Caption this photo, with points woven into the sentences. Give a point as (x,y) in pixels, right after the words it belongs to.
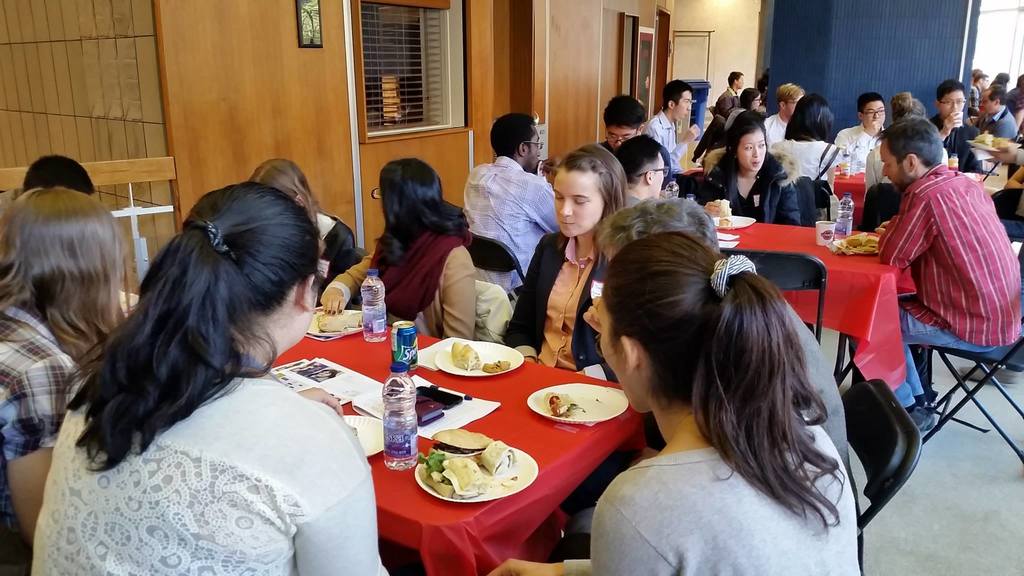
Here we can see group of people (728,161) sitting on chair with tables (412,506) in front of them having food (449,447), cool drinks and bottle of water (382,288) present.
